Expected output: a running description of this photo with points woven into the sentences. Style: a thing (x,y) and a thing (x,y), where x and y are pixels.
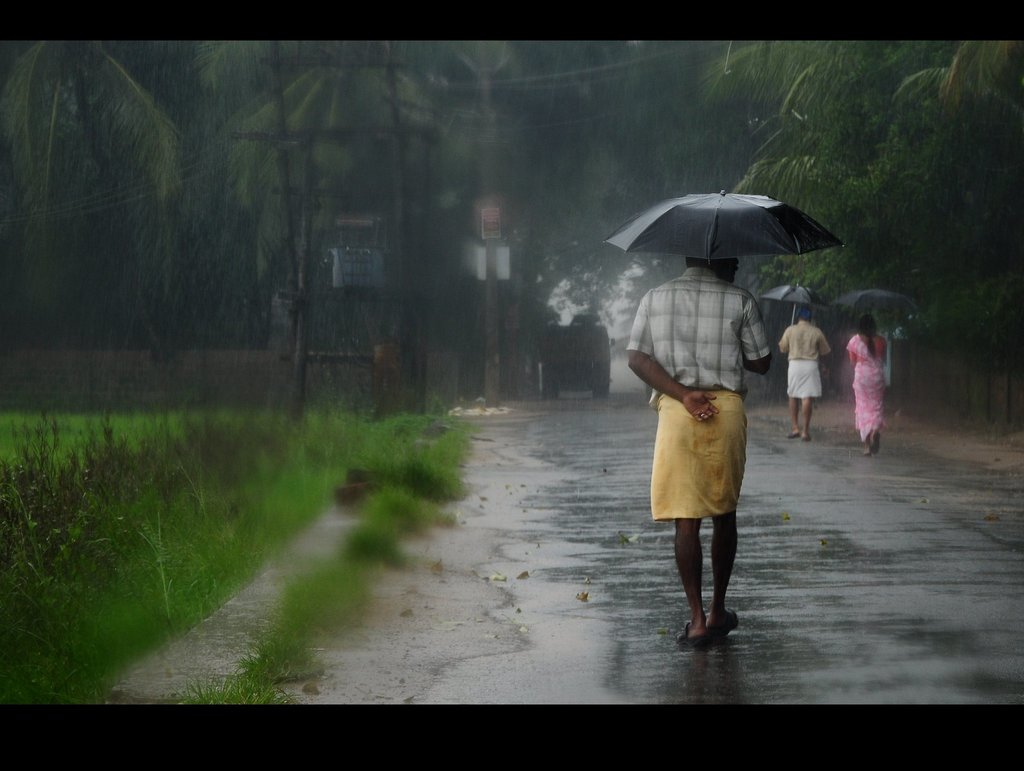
In this image I can see a road (963,460) on the right side (812,493) and on it I can see three persons (872,323) are walking. I can also see they all are holding black colour umbrellas (685,248). On the left side of this image (258,417) I can see grass ground (284,475). In the background (295,393) I can see few poles (396,306), wires (154,199), few boards (502,268) and number of trees (940,274).
